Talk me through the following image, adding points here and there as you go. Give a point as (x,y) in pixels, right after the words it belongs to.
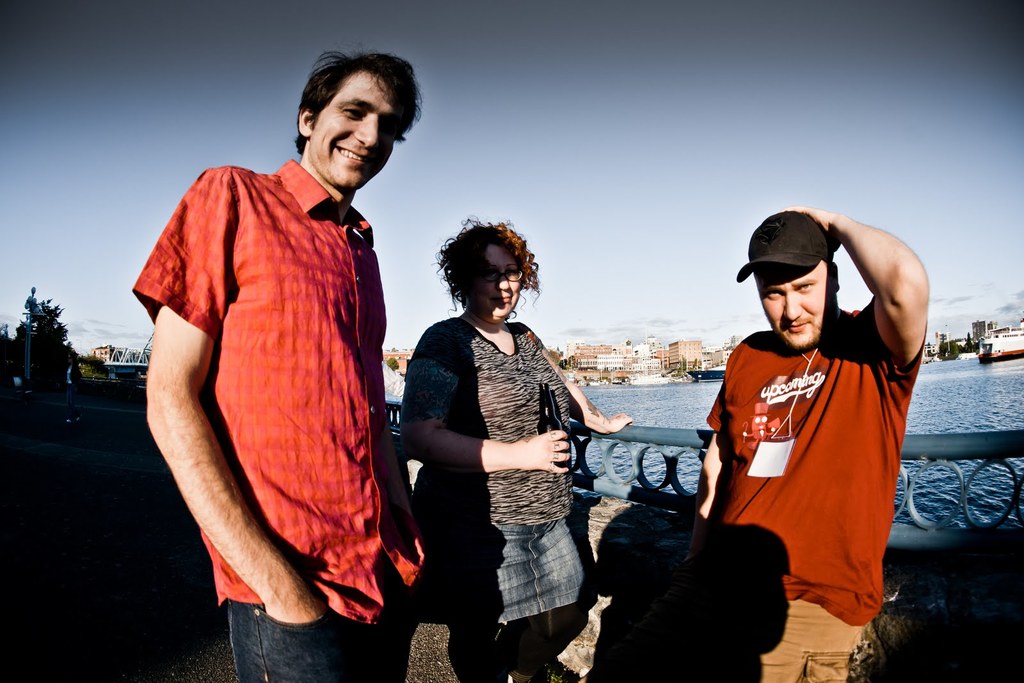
In the picture I can see 3 people (573,540) are standing and smiling. In the background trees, buildings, boats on the water (617,408), the sky (636,124) and some other objects (631,433).
